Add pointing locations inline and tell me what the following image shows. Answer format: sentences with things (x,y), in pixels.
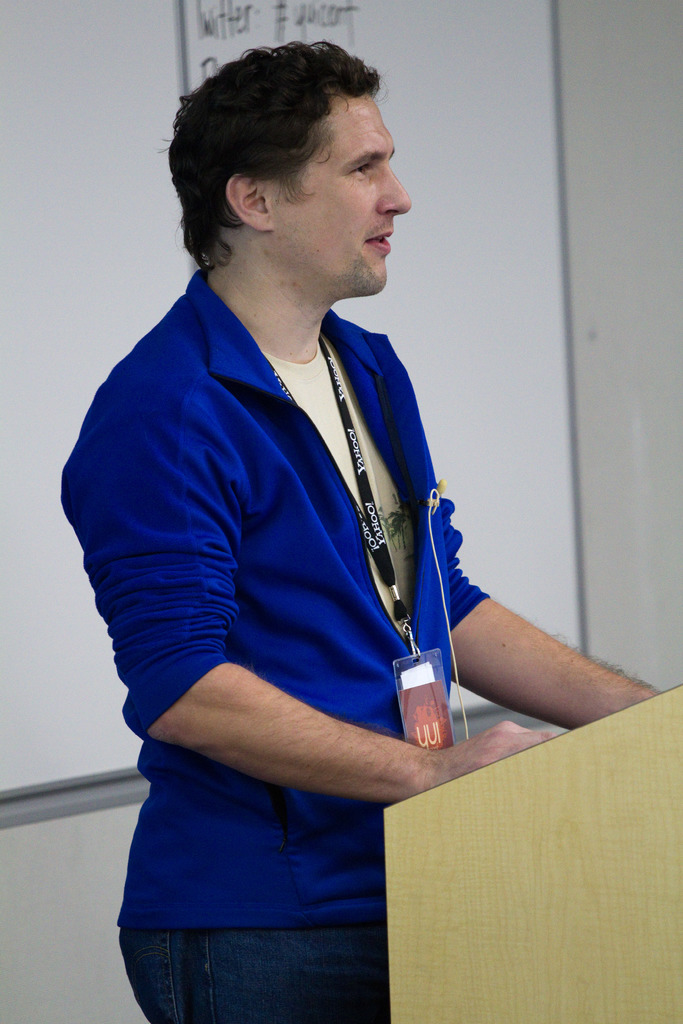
In this image we can see a person (275,579) wearing blue jacket (291,551) and identity card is standing near the podium (644,917). In the background (521,302), we can see the white color board (76,98) to the wall (104,812) on which we can see some text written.
